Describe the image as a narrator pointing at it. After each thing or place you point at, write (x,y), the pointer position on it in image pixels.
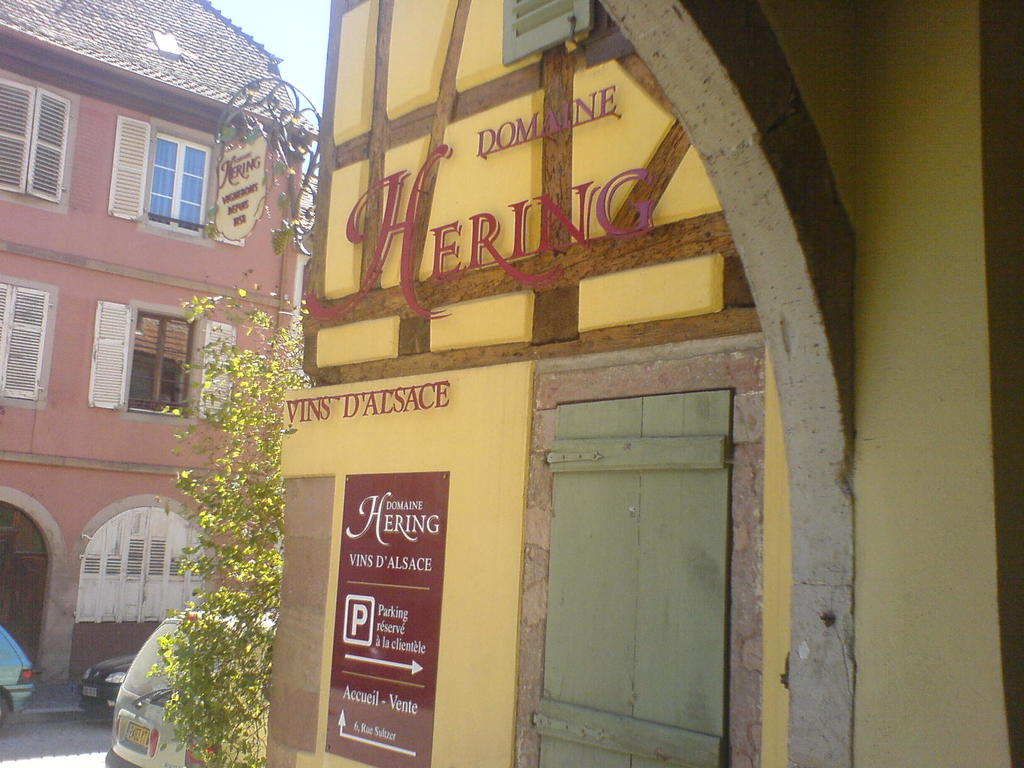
In this image we can see houses (51,57), windows (24,178). There are cars (24,688). There is a poster (381,505) with some text (413,560) on it. There is a door (710,553). There is a creeper plant (229,497).
